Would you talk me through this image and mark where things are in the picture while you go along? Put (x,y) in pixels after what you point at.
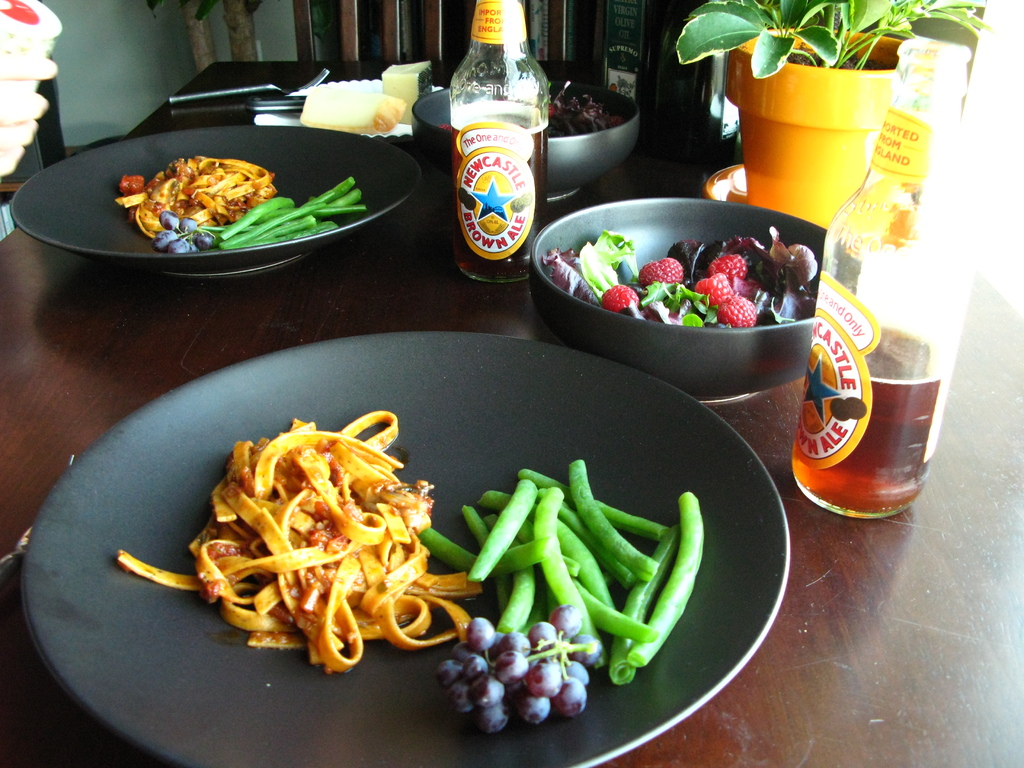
In this picture, we see two plates (315,393) containing food item (331,480), beans (544,607) and grapes (546,625), glass bottles (532,88), bowls (805,333) containing fruits (734,259), flower pot (855,134) and a fork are placed on the brown table (823,638). In the background (146,65), we see a white wall (149,77).
